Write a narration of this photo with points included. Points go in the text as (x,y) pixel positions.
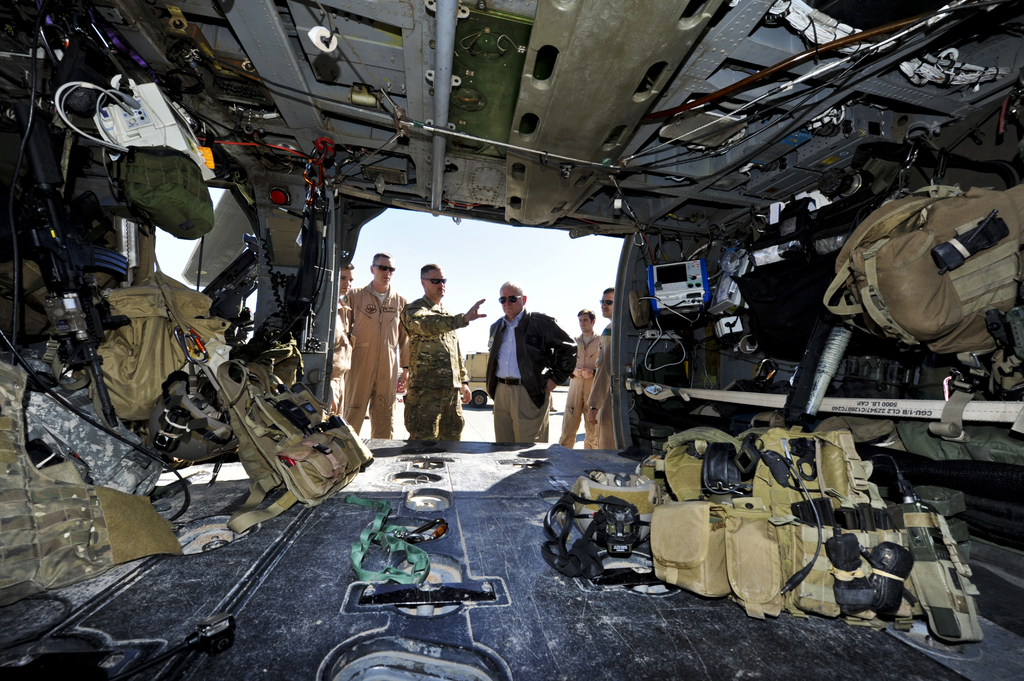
In this image we can see people (446,389) standing on the floor (477,417), bags (693,543) and machines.
